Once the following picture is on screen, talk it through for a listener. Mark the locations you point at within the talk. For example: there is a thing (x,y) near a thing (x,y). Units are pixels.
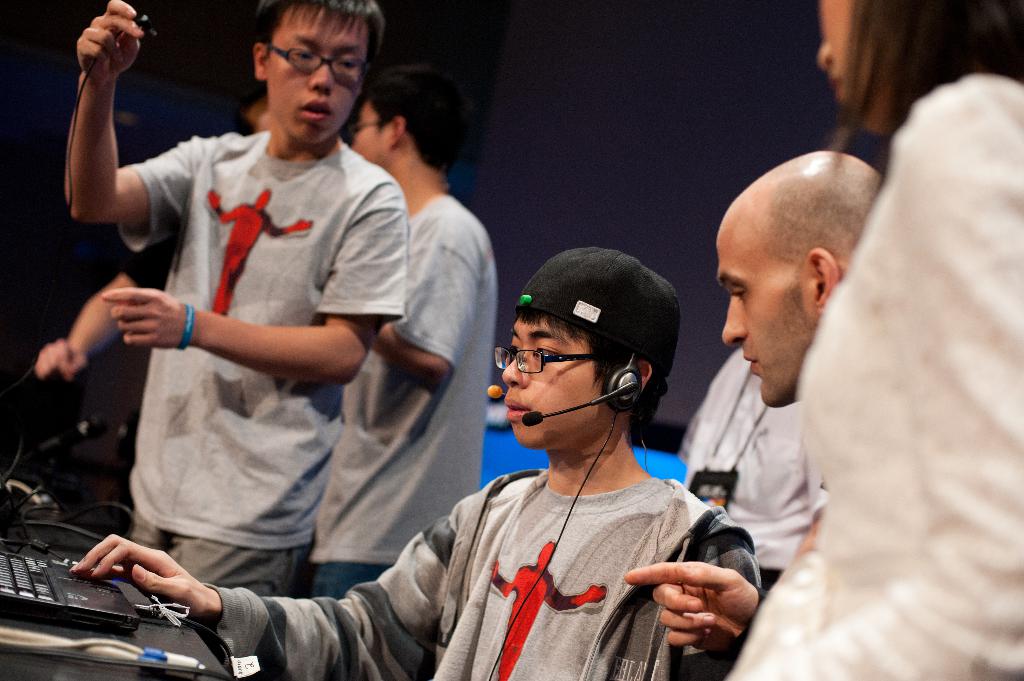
In this image I can see group of people (716,539). There are microphones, cables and some other objects (84,526). And the background (12,214) is blurry.
